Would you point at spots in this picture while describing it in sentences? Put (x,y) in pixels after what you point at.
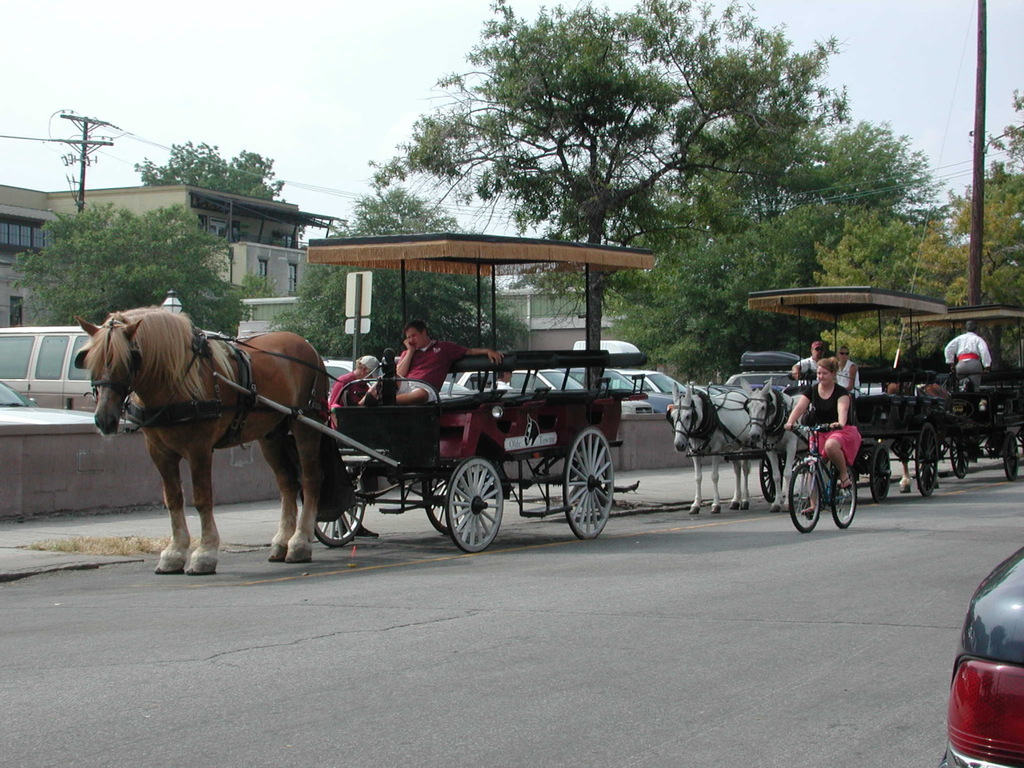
In this image I can see a horse (204,505) which is in brown color. I can also see a person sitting in the cart (387,433), background (762,414) I can see a person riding bicycle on the road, two horses (750,404) in white color, few vehicles (918,410) on the road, trees (621,279) in green color, a building (240,272) in cream color and few electric poles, and sky (309,88) is in white color.
